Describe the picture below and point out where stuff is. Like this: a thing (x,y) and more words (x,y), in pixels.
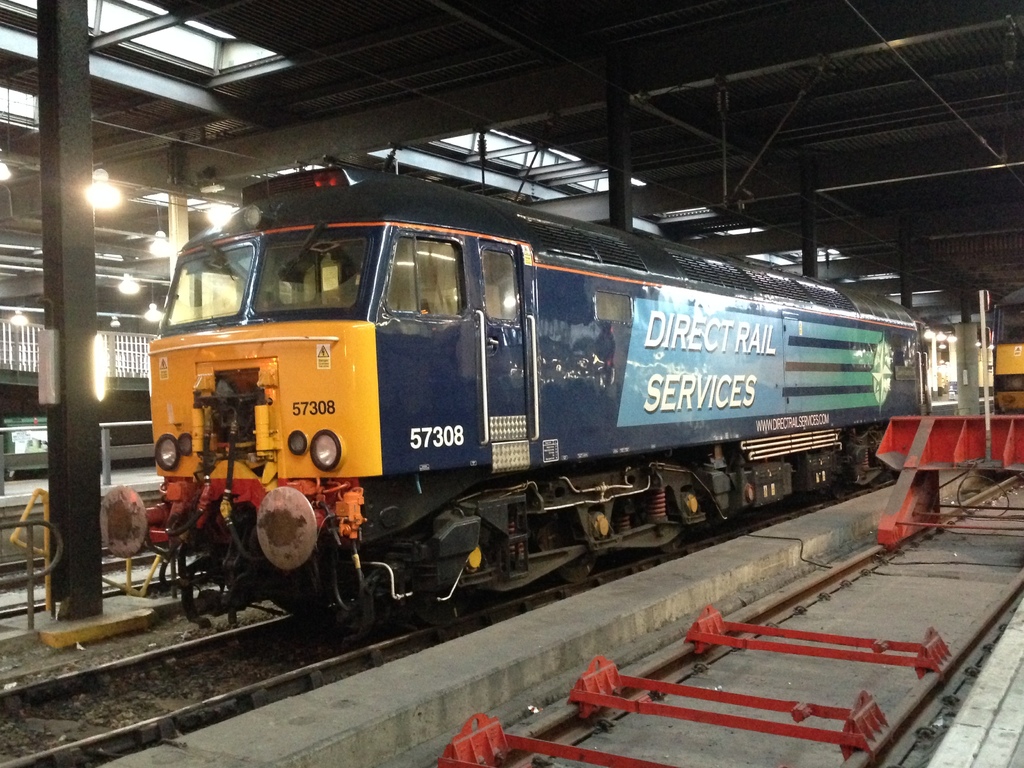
On the left side (251,441), there is a locomotive (725,454) of a train (595,263) on a railway track (80,679). On the right side (853,724), there is another railway track (724,754). Above this railway track (897,582), there is a roof (758,106). In the background (109,342), there are lights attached to the roof (498,86) and other objects (135,342).
